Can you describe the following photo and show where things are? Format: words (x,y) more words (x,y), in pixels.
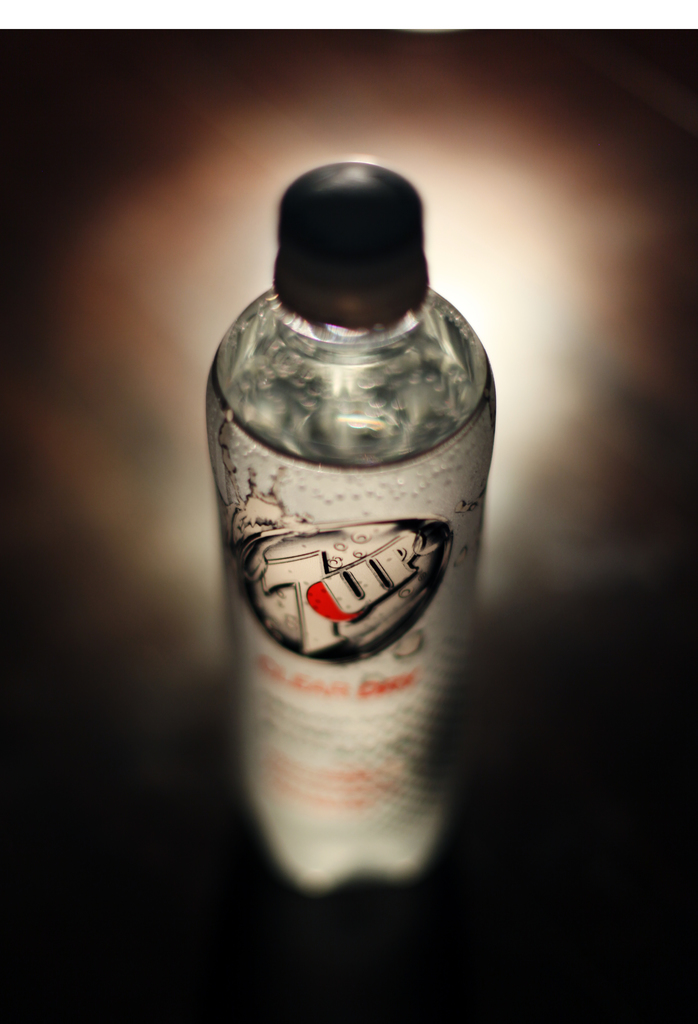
In this image I can see a bottle (338,588) filled with a liquid (337,405).
